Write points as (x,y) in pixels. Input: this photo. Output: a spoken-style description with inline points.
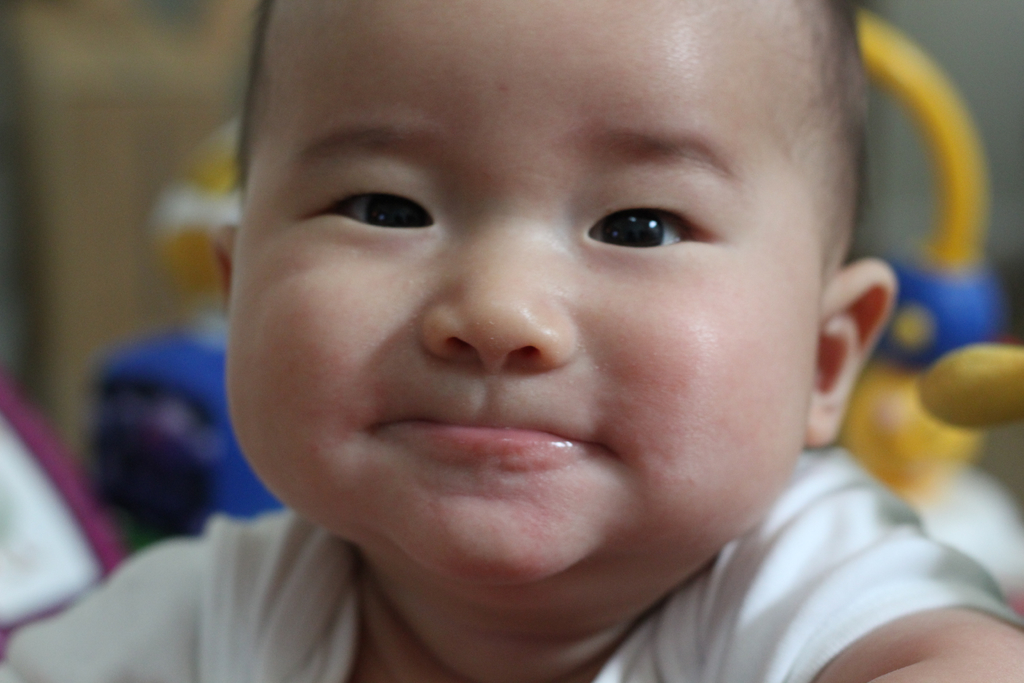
This is a baby (508,544) smiling. I think these are the toys (943,378). The background (219,62) looks blurry.
